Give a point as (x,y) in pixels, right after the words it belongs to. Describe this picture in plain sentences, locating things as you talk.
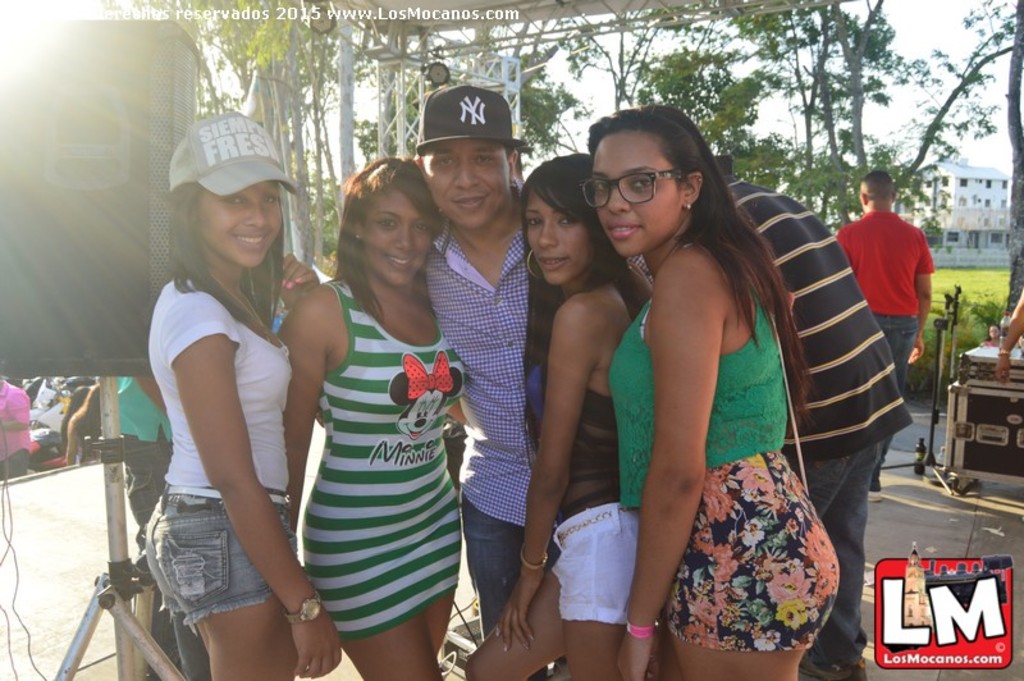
In the center of the image (485,437) we can see persons (605,491) standing on the floor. In the background (259,80) we can see trees (685,61), stands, buildings (949,224), person (925,267) and grass (944,278). On the left side of the image (114,28) we can see speaker (135,206) and stand (99,607).
